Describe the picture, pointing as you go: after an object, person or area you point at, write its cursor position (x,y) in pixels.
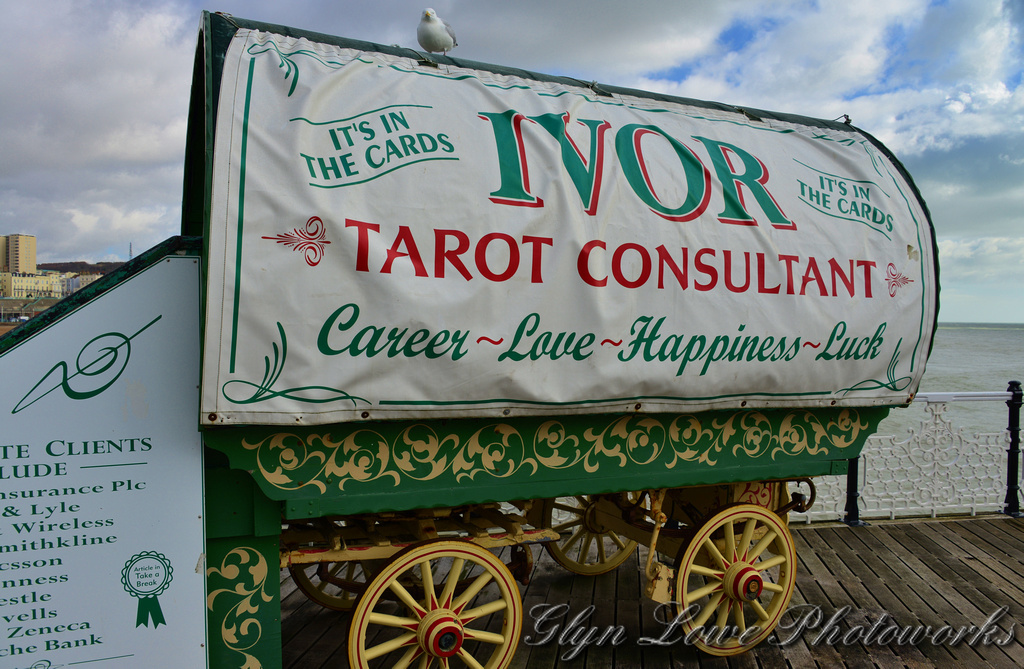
In this picture, we see a cart (595,451) or a vehicle (553,486) in green color. We see a banner (480,265) in white color with some text (364,266) written on it. We see a white bird (447,49) is on the cart (341,98). On the left side (64,439), we see a white board (137,504) with some text (142,569) written on it. On the right side (942,426), we see a railing (931,496) and a wooden bridge (879,596). Behind that, we see water (949,362) and this water (949,362) might be in the lake (994,388). There are trees (80,263) and buildings (57,289) in the background (43,289). At the top of the picture (153,64), we see the sky (142,123) and the clouds (125,156).
